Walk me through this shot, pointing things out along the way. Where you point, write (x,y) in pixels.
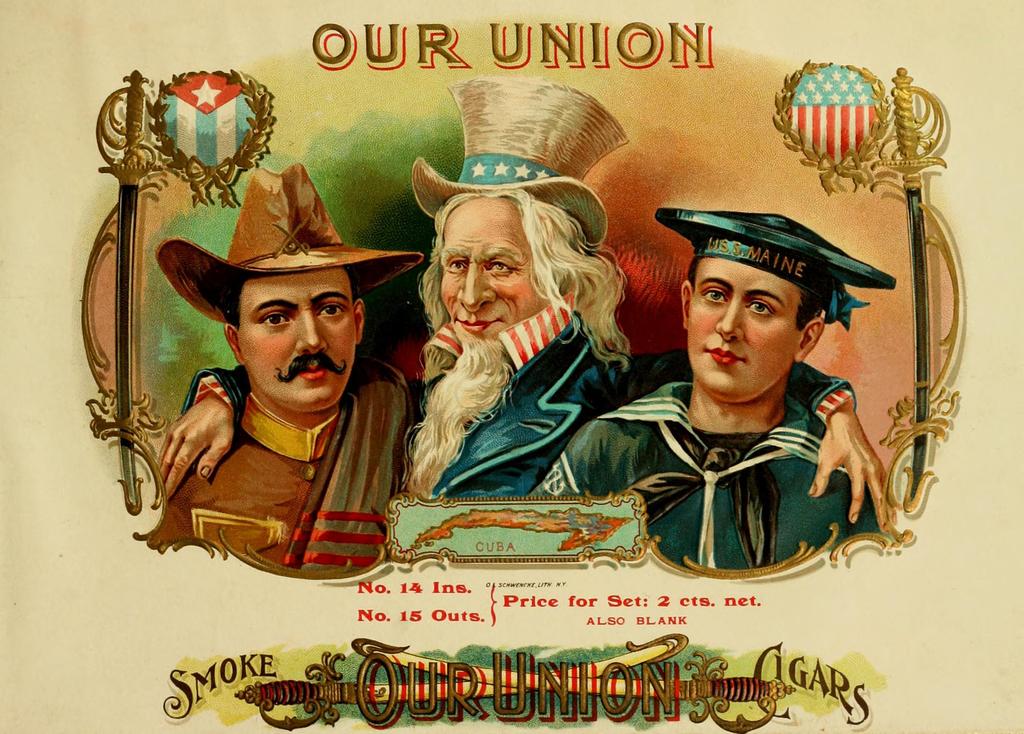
In this image I can see three people (448,306) wearing different color dresses (538,318) and caps (754,263). I can see two poles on both-sides and something is written on it.
